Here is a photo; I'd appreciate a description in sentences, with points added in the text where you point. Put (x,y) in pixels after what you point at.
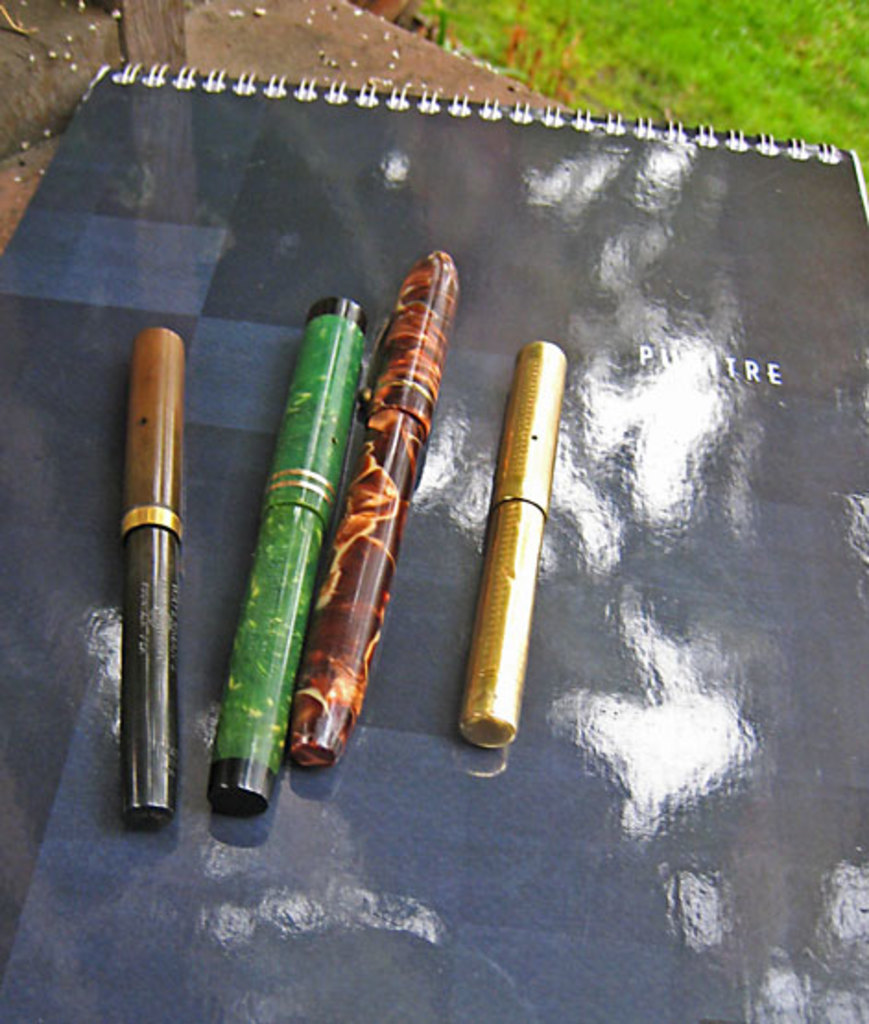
In this image there are four pens (517,466) on the notepad (118,388), and in the background (534,27) there is grass (516,7).
